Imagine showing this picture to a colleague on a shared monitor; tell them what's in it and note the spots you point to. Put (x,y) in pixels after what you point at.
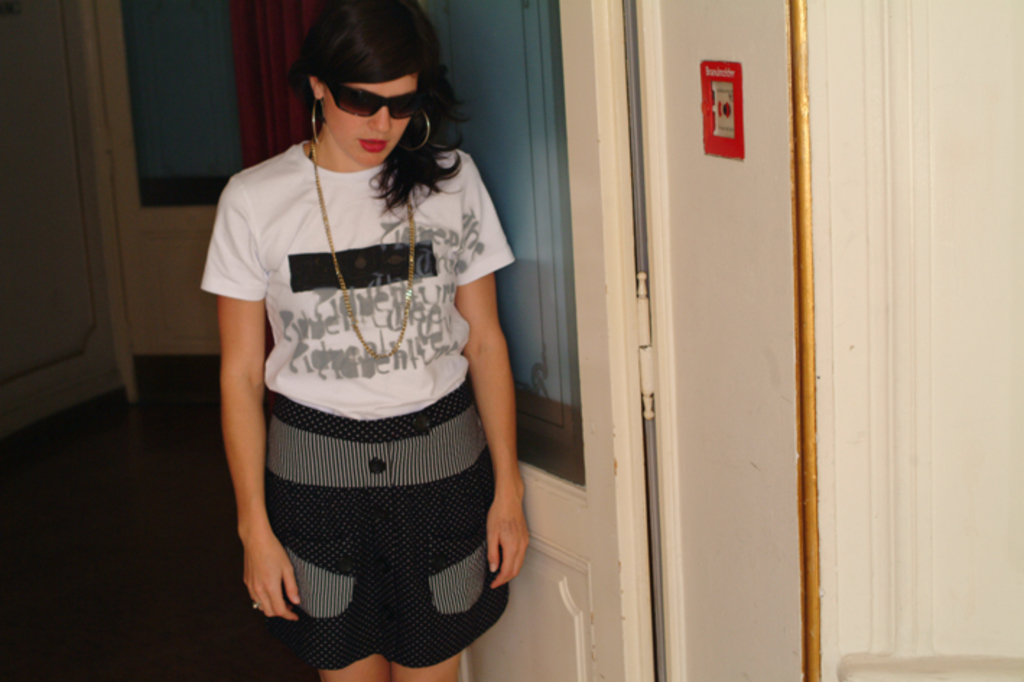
This image is taken indoors. In the middle of the image (383,299) a woman (381,290) is standing on the floor (162,434). In the background (557,264) there is a wall (685,170) with doors (135,110) and a curtain (264,46).
